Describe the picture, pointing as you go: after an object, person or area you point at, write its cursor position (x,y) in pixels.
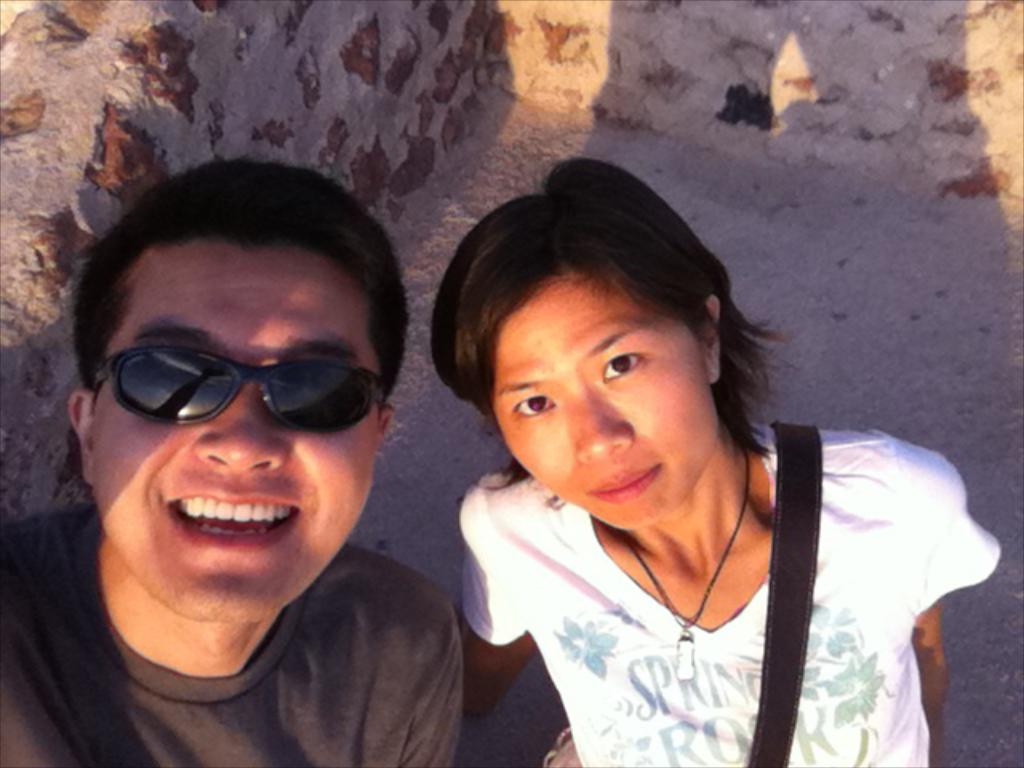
In this image I can see a man (297,398) and a woman (456,311). On the left side (98,342) I can see he is wearing black shades (317,414) and on the right side (747,469) I can see she is wearing a necklace (731,538). I can also see a black colour thing (783,625) on her shoulder (762,470).
